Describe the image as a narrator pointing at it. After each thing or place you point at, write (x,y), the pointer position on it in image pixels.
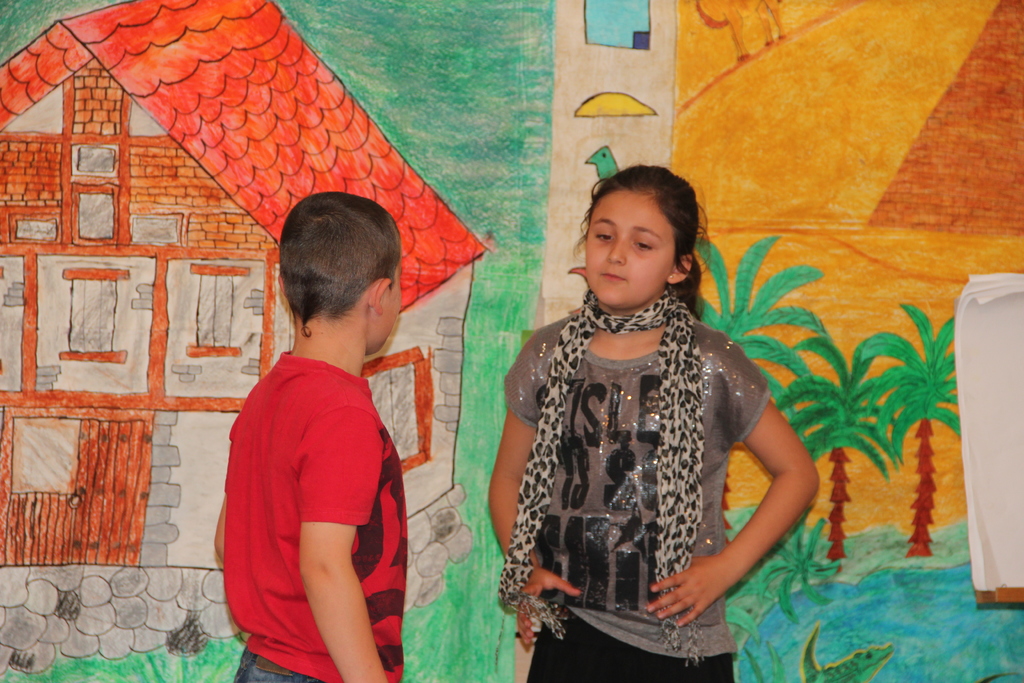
In this image there are two children (510,372) standing, behind them there are few papers (1021,577) attached to the wall (117,188). On the wall (304,161) there is a painting (293,138) of huts (179,139), trees (857,355) and birds (595,161).
